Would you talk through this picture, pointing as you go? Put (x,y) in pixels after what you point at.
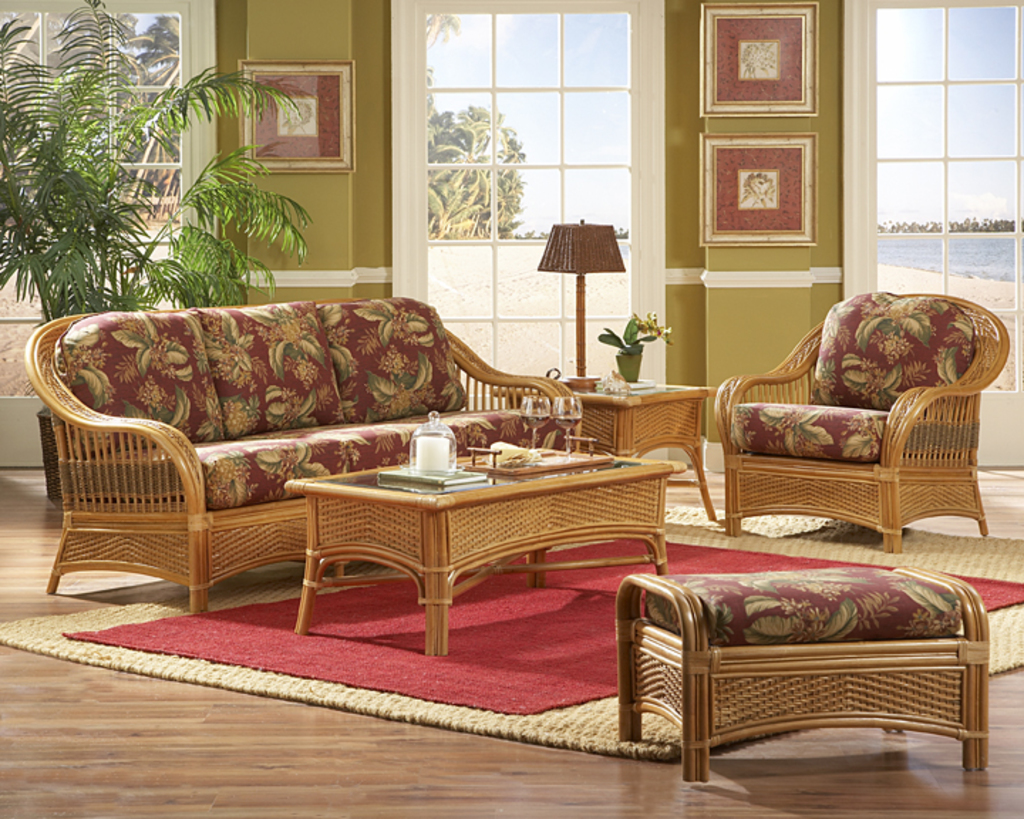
The picture is taken inside the room (135,272). In this image there are sofas (175,413) in the middle (407,354). In front of the sofas (282,419) there is a table (649,559) on which there are books (467,477), plate (540,466) and a glass jar (443,449). In the background (499,60) there are windows (963,108). On the left side (104,184) there is a plant (89,225) on the floor (31,487). In between the sofas (559,384) there is a lamp (576,328) on the table (640,405). On the floor (346,737) there is a mat (492,674). To the wall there are frames (758,55).
